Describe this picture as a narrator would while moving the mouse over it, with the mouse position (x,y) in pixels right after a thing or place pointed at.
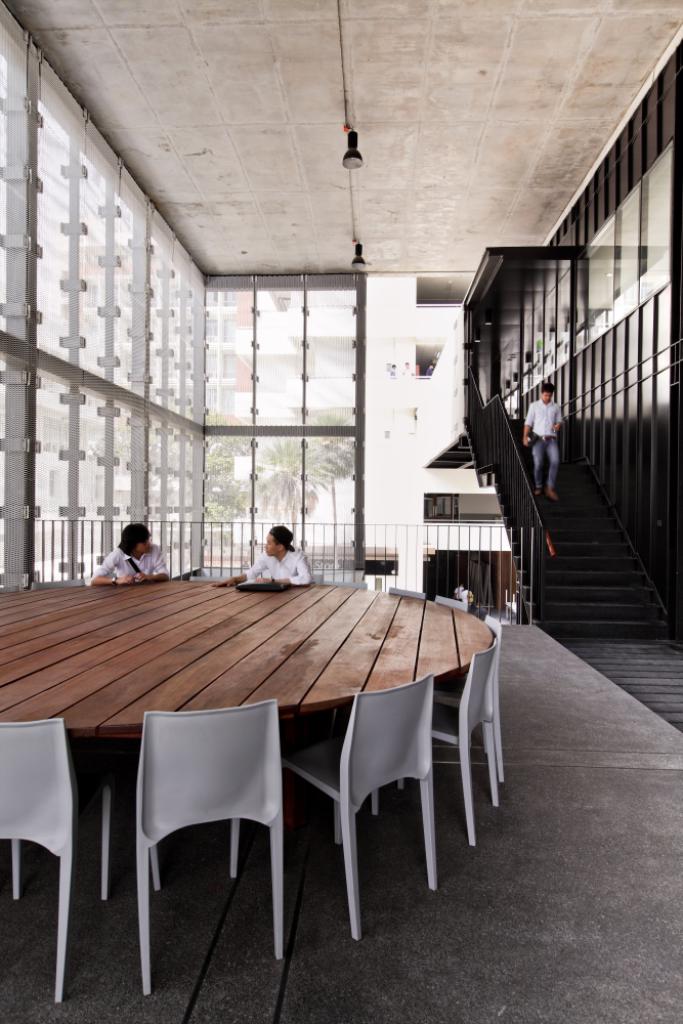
The picture is taken in a building (432,449). In the foreground of the picture (387,697) there are chairs (361,718), table (198,666), people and windows (645,288). On the right (585,531) there is a person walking down the staircase (559,482). In the center of the background (294,417) there is railing (305,524), glass windows (276,456), outside the windows (287,482) there are trees (286,462) and a building (453,337).
